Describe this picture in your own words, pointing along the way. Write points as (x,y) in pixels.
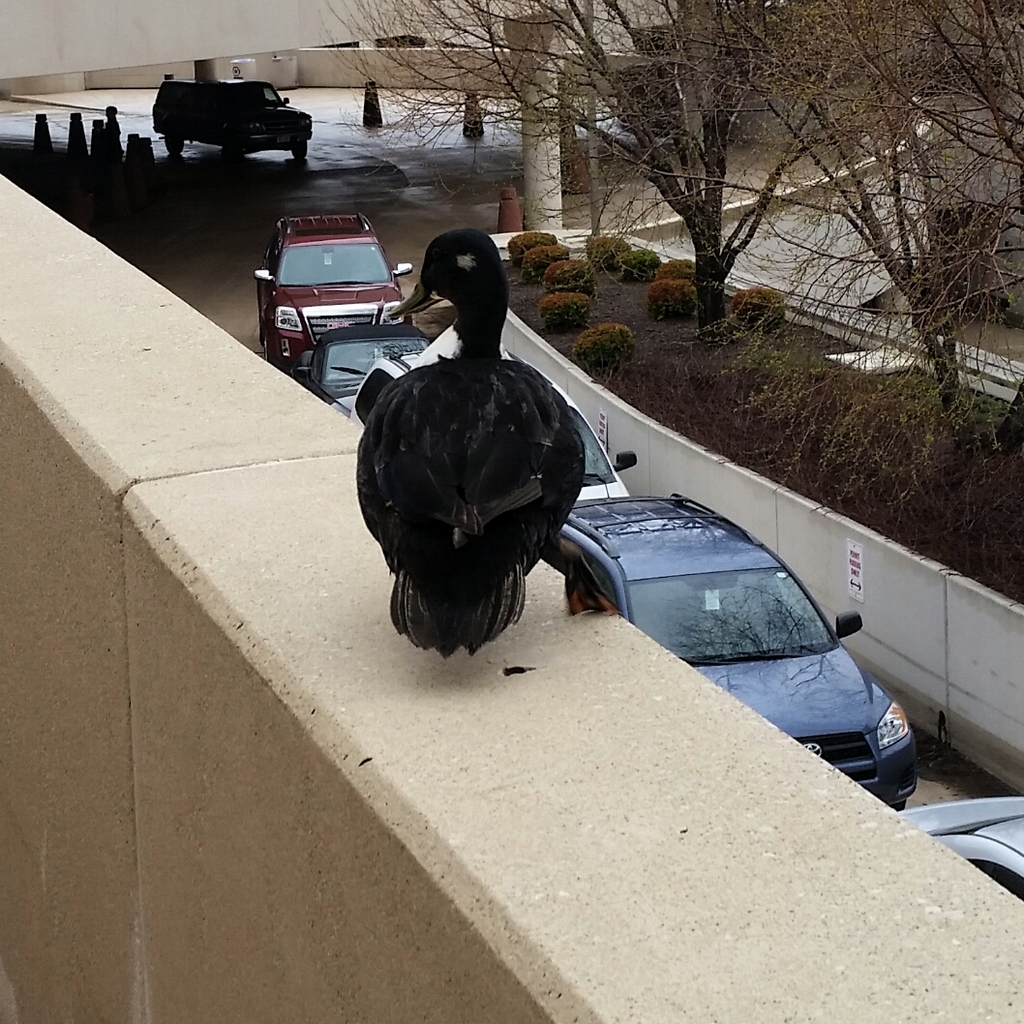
In the image there is a bird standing on the wall (274,574) and beside the wall (654,830) there are vehicles (235,139) on the pavement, beside the vehicles (777,622) there are plants (775,389) and trees (594,213).
